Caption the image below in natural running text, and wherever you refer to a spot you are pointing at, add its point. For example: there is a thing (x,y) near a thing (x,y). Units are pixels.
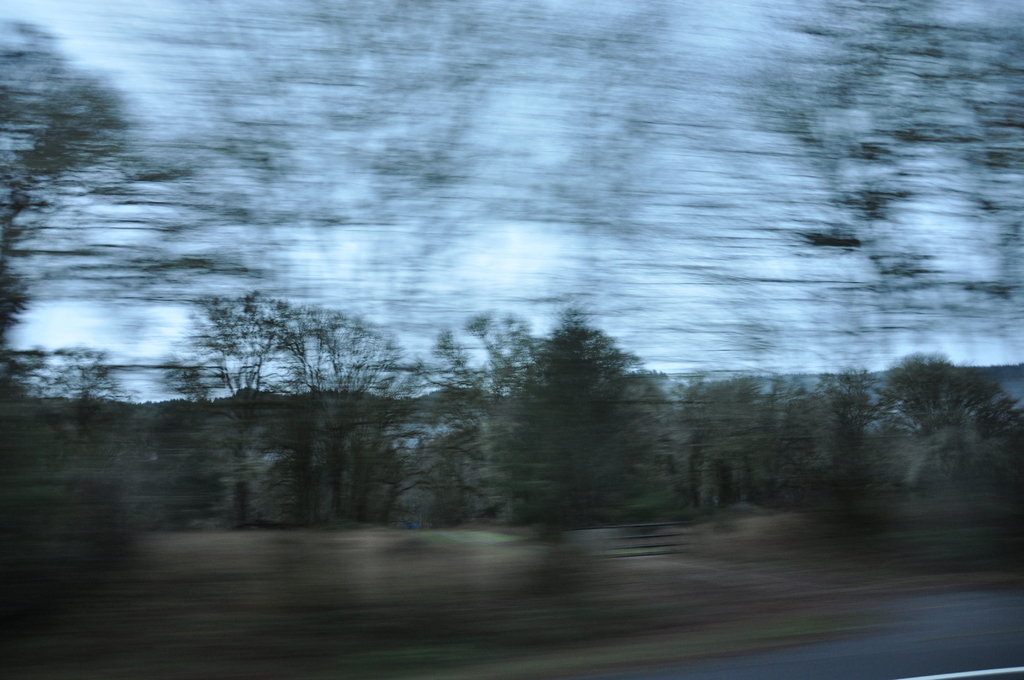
In this image I can see road (1019,643), trees (520,440), grass (383,548) and the sky (513,243). This image is taken may be on the road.
